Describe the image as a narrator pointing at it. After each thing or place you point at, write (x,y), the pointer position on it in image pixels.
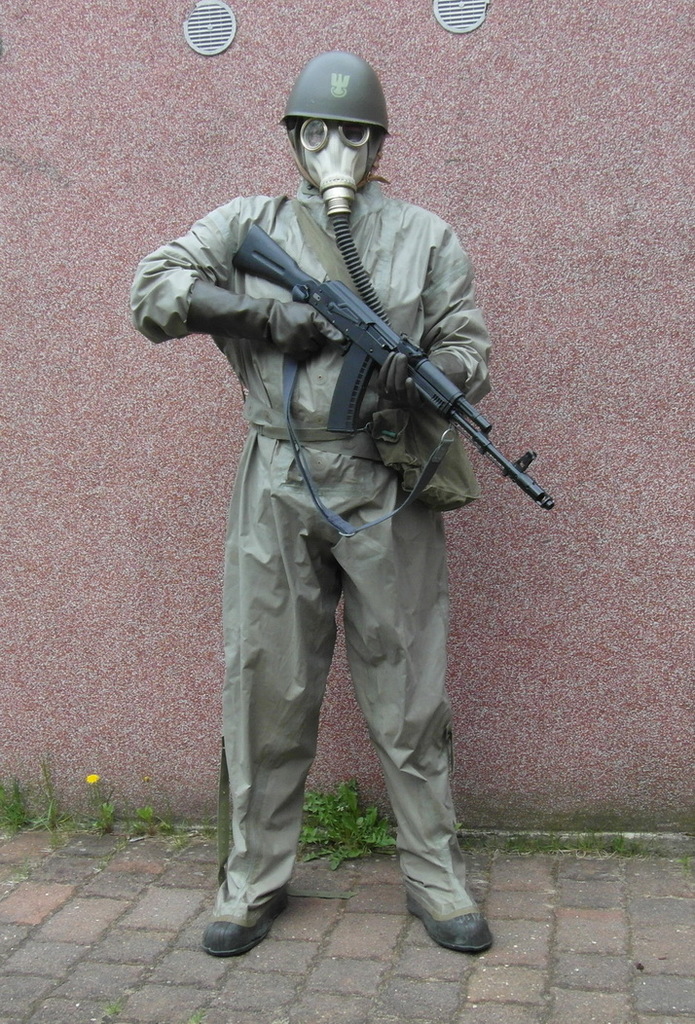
In this picture, we see a man (280,473) in the uniform (353,479) is standing. He is wearing a helmet (343,111) and a bag (457,489). He is holding a rifle (310,294) in his hands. At the bottom (245,959), we see the pavement (318,983). Behind him, we see the herbs (333,830) and a flower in yellow color. In the background (111,104), we see a wall (550,235) in reddish pink color.
